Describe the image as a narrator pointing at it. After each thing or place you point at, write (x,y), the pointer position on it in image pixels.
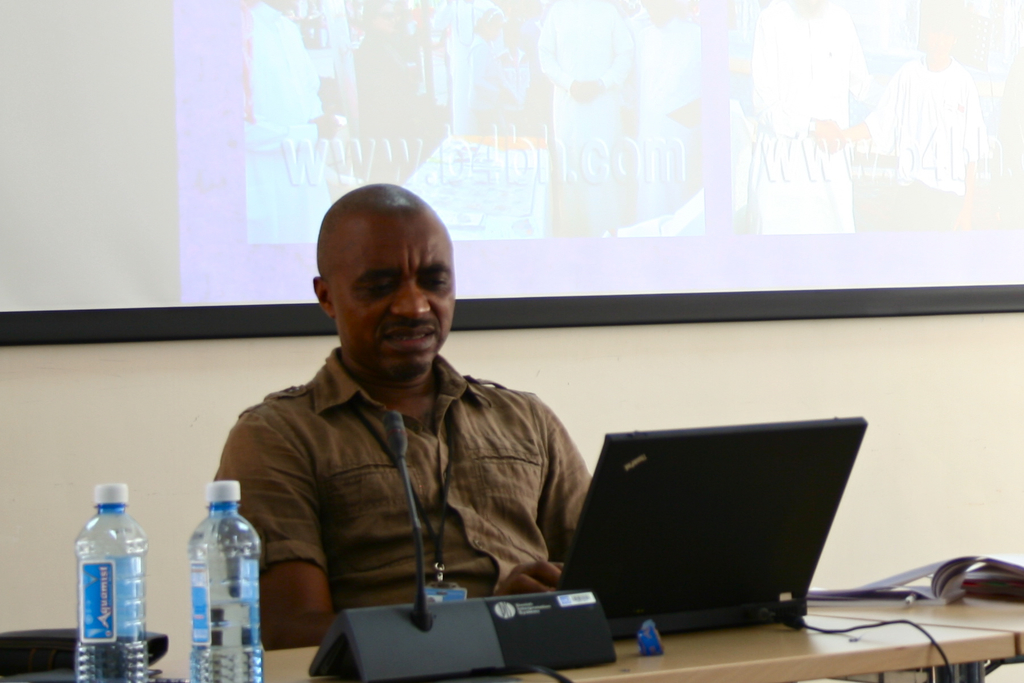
In this image there is a person (390,505) sat on the chair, in front of him there is a table (840,613). On the table (907,606) there is a mic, book (915,594), pen (915,594), water bottles (129,554), laptop (581,575), cables (858,627) and some other objects (64,664), behind him there is a screen (572,226) on the wall (152,576).
